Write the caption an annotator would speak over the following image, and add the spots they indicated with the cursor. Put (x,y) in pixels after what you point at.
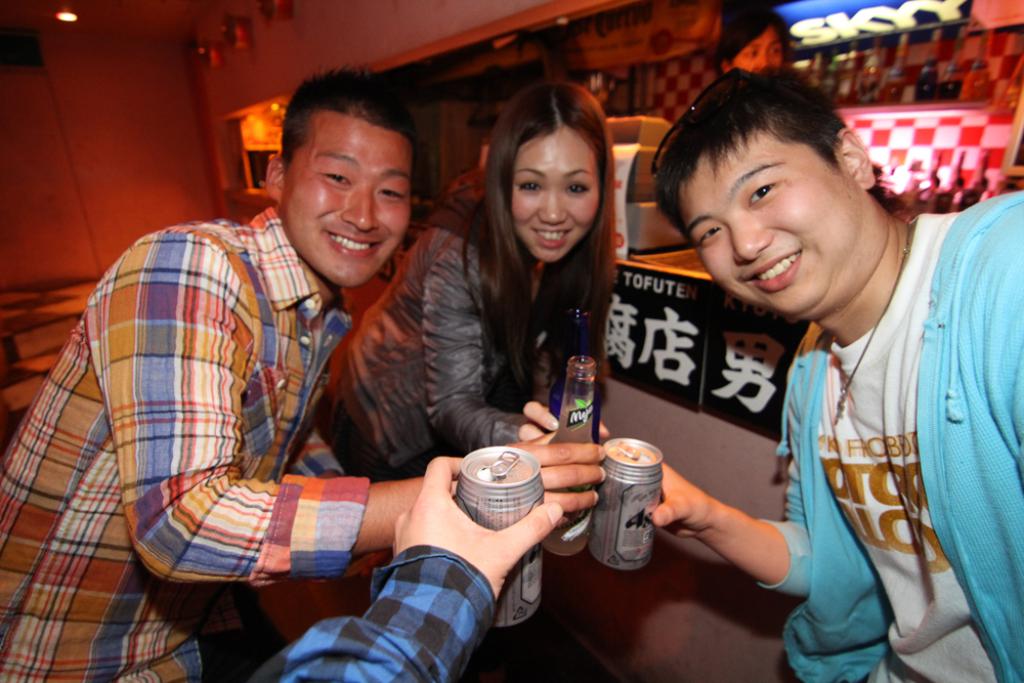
In this picture we can see two men (225,350) and one woman (488,230) standing and smiling and holding bottles (588,429), tin (473,497) with their hands (552,412) and in background (19,94) we can see wall (156,158), light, bottles (938,183) in racks (956,110), some person (733,24).
